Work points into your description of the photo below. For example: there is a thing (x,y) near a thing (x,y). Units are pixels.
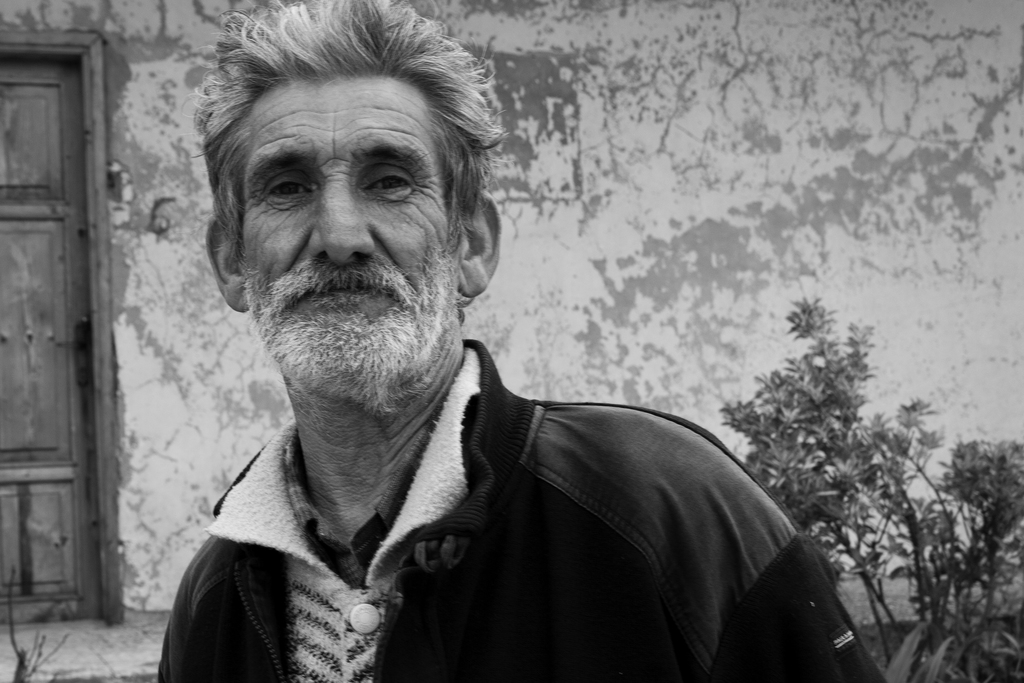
This is a black and white picture. In the foreground of the picture (321,526) there is a person (334,584) wearing jacket (451,529), behind him there are plant (828,425), wall (113,203) and a door (47,230).
